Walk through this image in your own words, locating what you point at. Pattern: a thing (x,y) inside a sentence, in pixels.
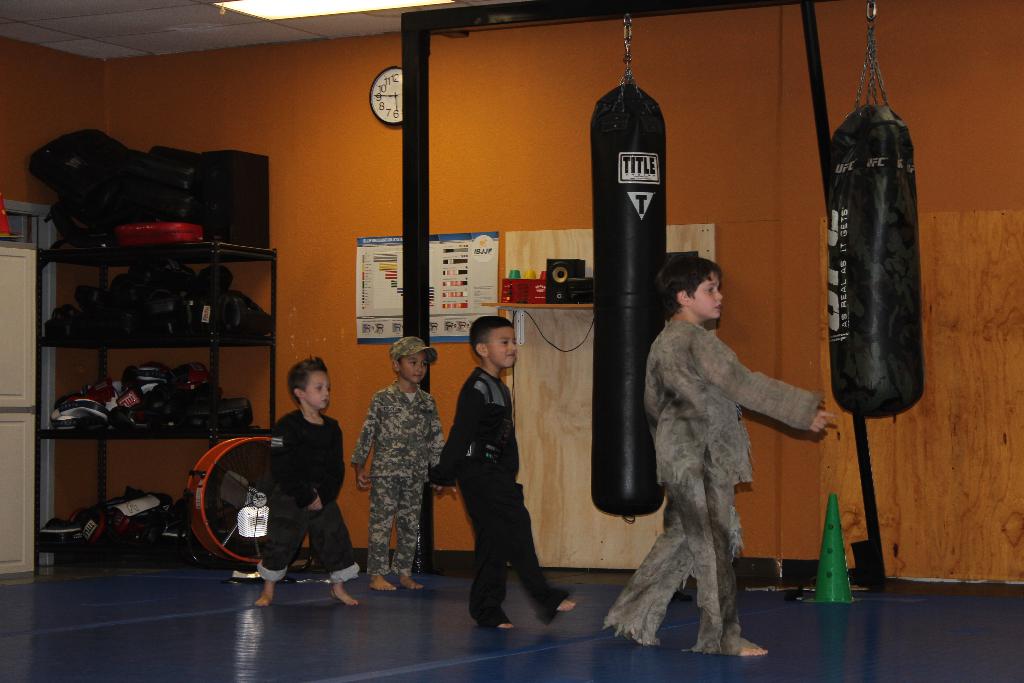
In this picture we can see children (624,608) on the floor (518,652) and in the background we can see a wall (1000,294), clock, punching bags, poster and some objects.
